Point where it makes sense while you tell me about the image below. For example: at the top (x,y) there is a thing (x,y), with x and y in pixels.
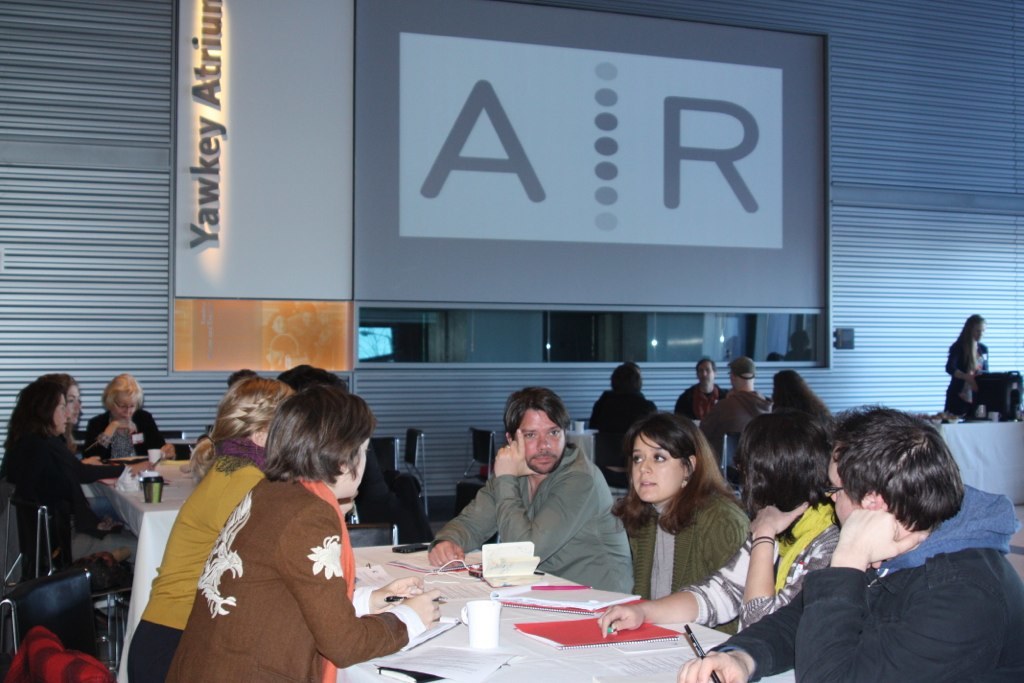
In this image we can see many people (565,457) are sitting on the chairs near the table (546,613). We can see books (571,597), papers (546,595) and cups (498,632) on the table (510,625). In the background (899,385) we can see a wall (350,324).
